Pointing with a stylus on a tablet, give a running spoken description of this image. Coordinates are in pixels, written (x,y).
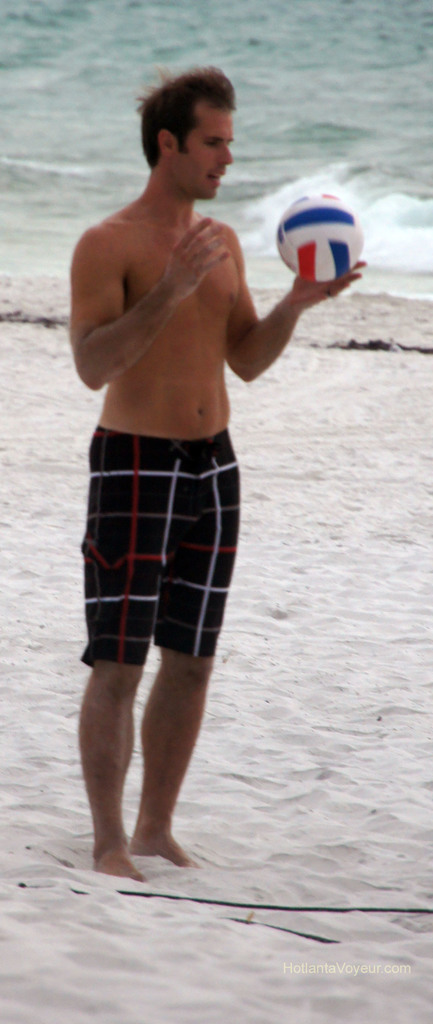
this picture shows a man (137,251) standing in the beach (87,927) and holding a ball (336,200) in his hand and we see water (22,131).
